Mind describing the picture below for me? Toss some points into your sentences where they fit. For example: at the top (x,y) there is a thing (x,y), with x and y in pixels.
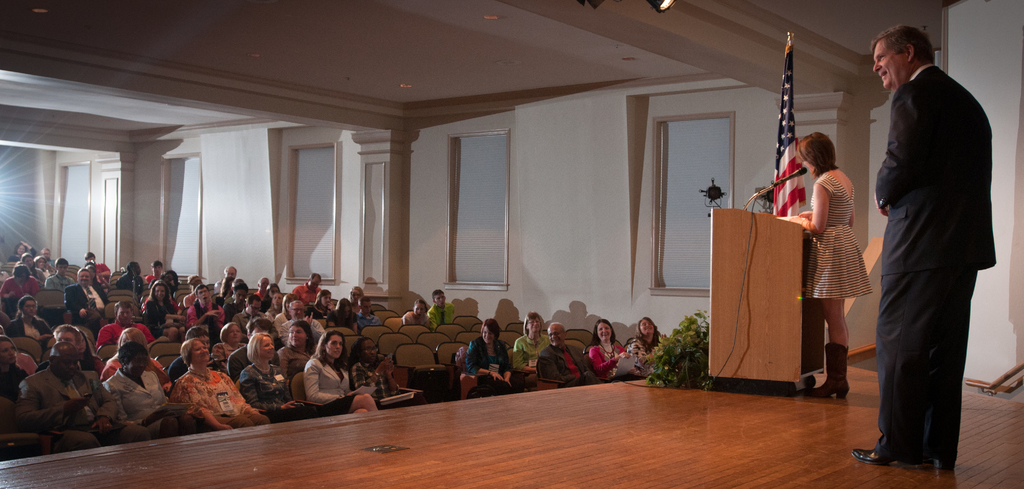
In this picture we can see a group of people (83,355) sitting on chairs (35,352) and two people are standing on the stage (429,439), here we can see a podium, mic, flag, wall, windows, roof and lights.
